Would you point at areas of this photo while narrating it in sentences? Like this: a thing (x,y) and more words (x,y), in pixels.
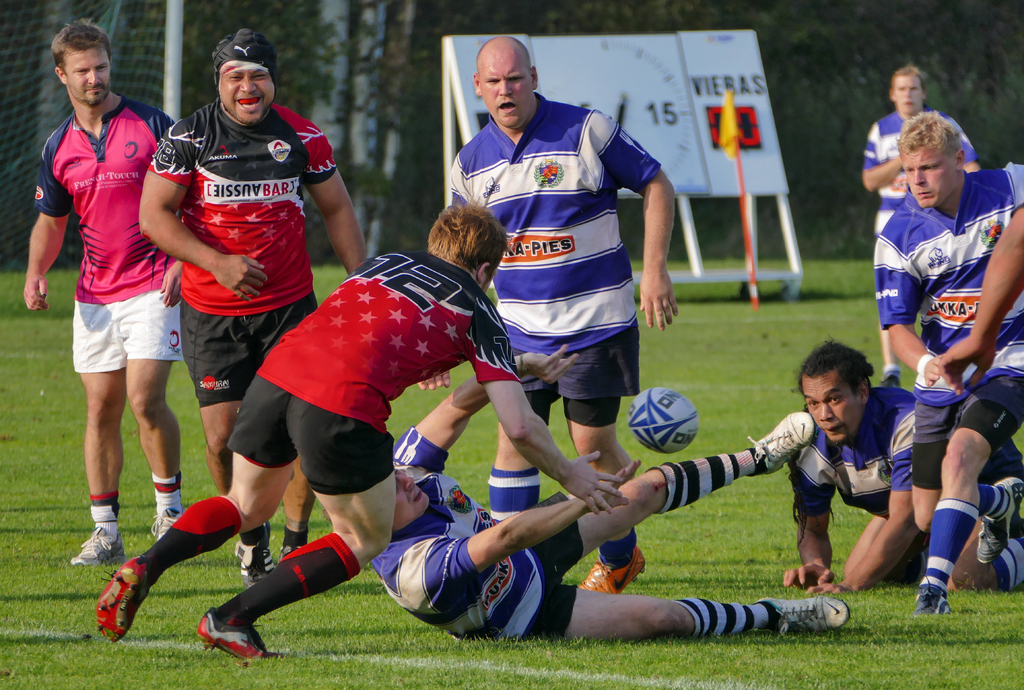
In this picture there are people (358,473) playing football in the foreground area of the image (580,403) on the grassland (670,520) and two people (718,485) lying on the grassland (729,495), there is a flag (731,121), board (666,159), net (140,84) and trees (346,93) in the background area (398,122).
